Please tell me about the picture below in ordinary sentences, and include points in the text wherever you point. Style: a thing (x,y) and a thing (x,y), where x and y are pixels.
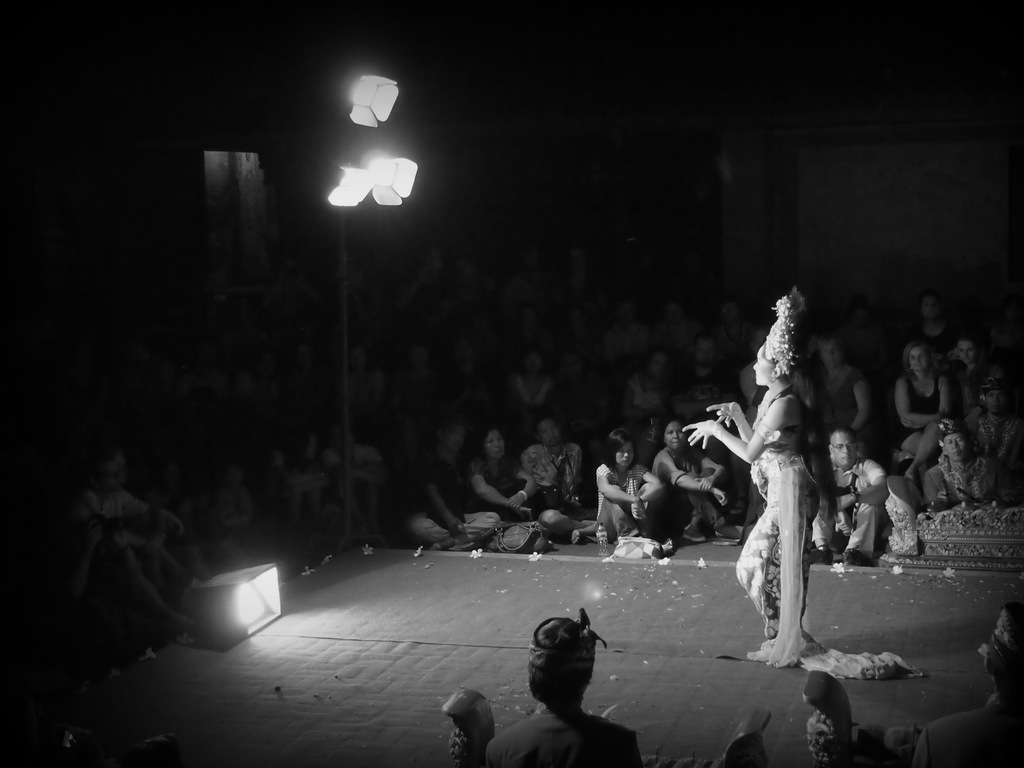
This is a black and white image. In this image we can see a woman (768,652) standing on the stage (296,641). We can also see a light (218,630) on the stage (257,667), some ceiling lights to a pole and a group of people (362,361) sitting around her.
